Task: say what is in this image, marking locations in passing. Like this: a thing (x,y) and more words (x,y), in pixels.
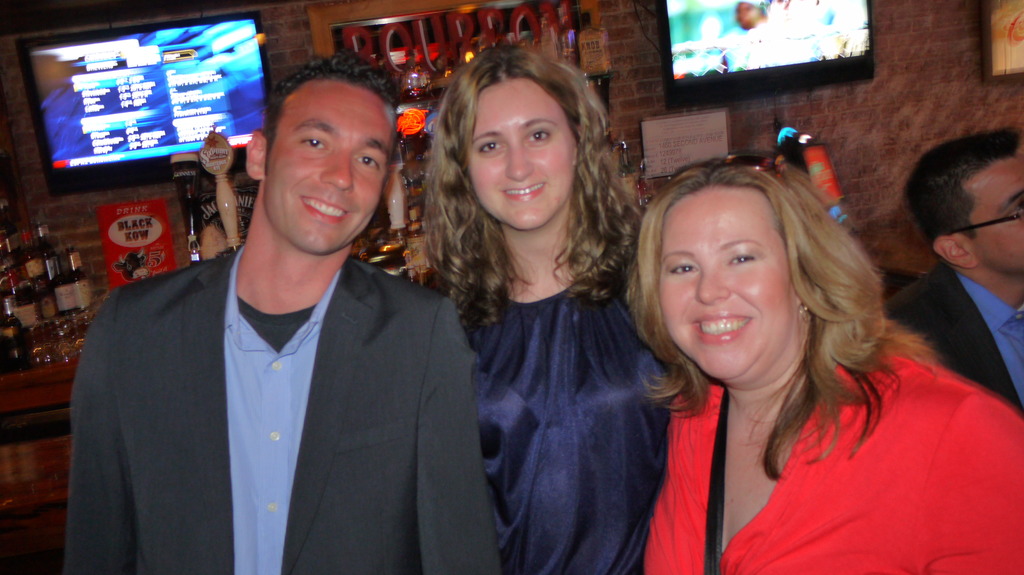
In the image there are three people (524,355) standing in the foreground (580,418) and posing for the photo, behind them there are some alcohol bottles (77,249) and glasses (62,325), in the background (227,4) there is a wall (841,105) and there are two screens (679,59) attached to the wall (788,99).
